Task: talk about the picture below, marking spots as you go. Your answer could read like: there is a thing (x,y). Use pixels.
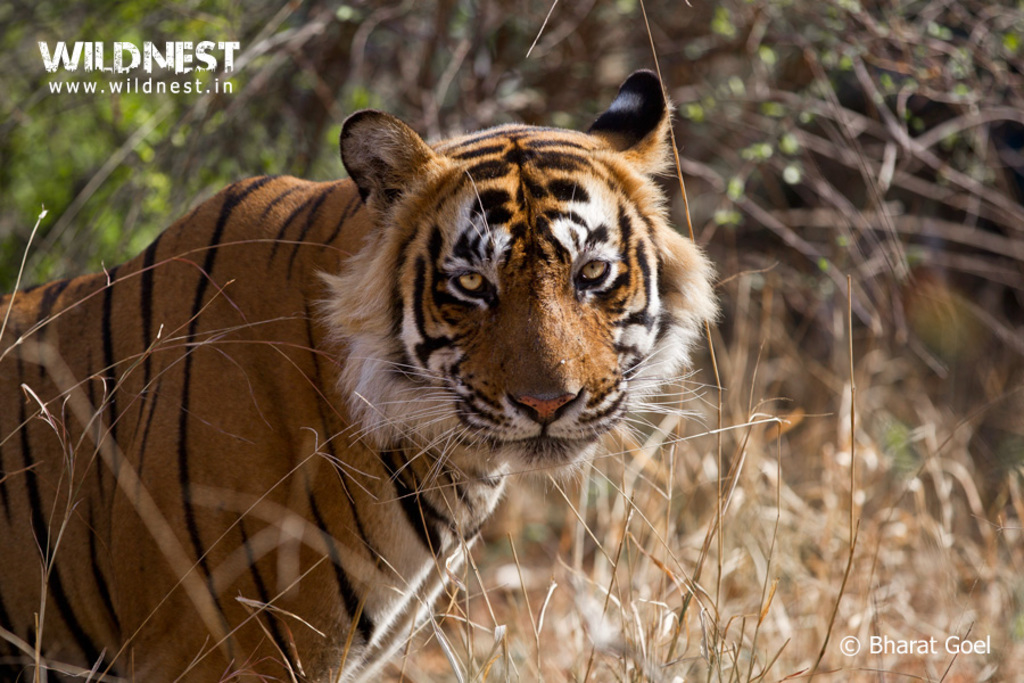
In this we can see a tiger (339,362) on the grass (993,662) and behind the tiger (285,339) there are trees (570,80). On the image there are watermarks (904,652).
